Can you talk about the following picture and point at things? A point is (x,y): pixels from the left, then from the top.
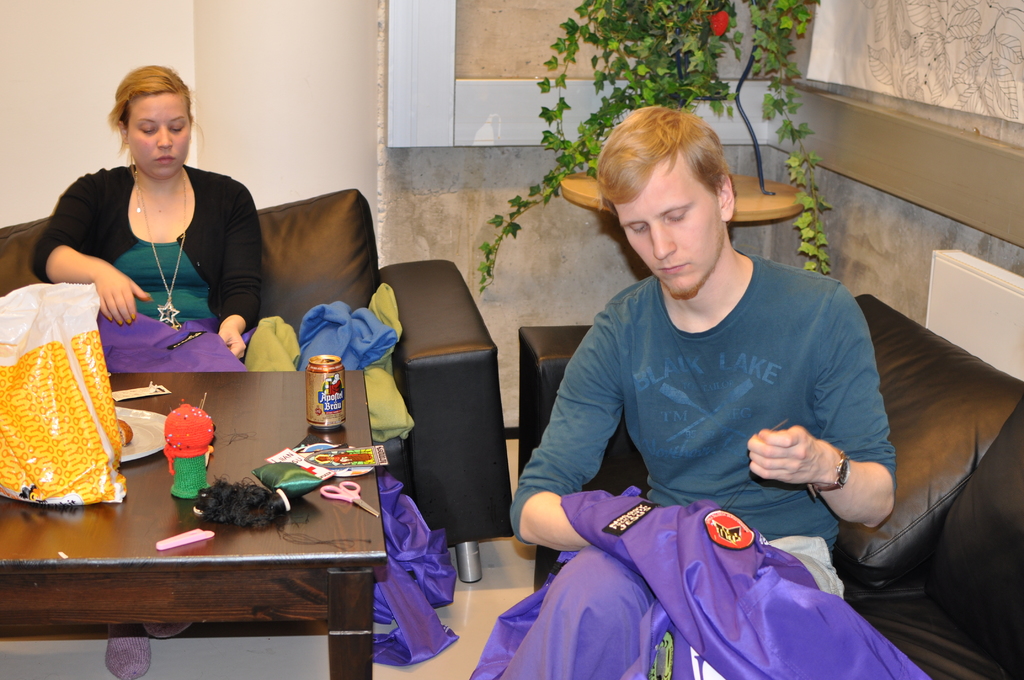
This image consists of two people (636,388) and sofas (427,400). Two people (513,508) are sitting on sofas (428,439). There is a plant (702,83) on the top (694,68). There is a table (298,507) in the middle (357,446), on that table (135,516) there is a cover (93,432), there are tin (330,387), scissors (328,490) and a plate (160,448).
